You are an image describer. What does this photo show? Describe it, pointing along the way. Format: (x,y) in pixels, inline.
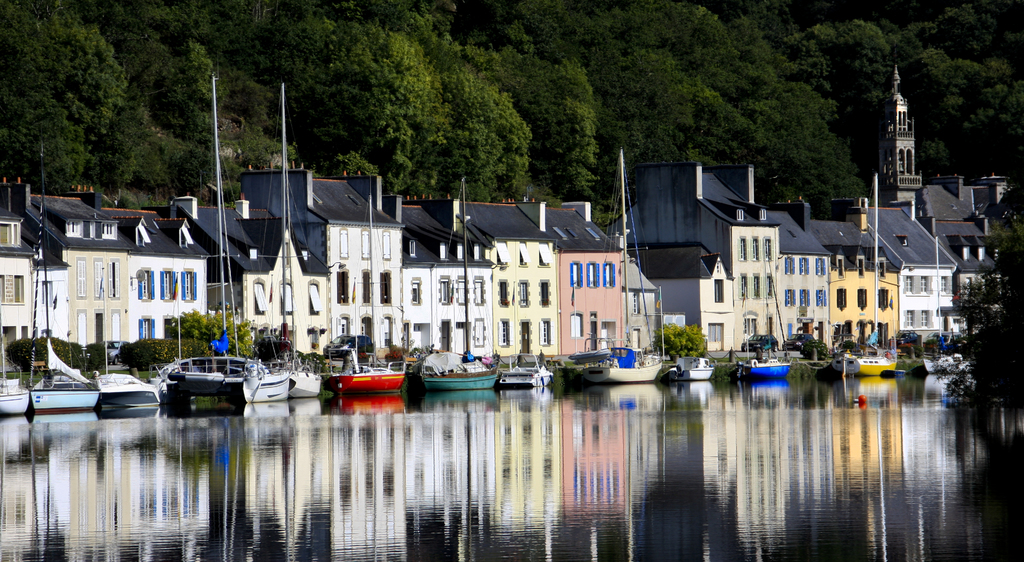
In this image we can see some houses (374,258) with roof (428,239) and windows (386,281), plants (196,319), fence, cars (114,361), poles (225,352), wires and some boats (269,395) on the lake (377,454) beside the houses (297,332). On the backside (501,143) we can see a group of trees (441,146).
